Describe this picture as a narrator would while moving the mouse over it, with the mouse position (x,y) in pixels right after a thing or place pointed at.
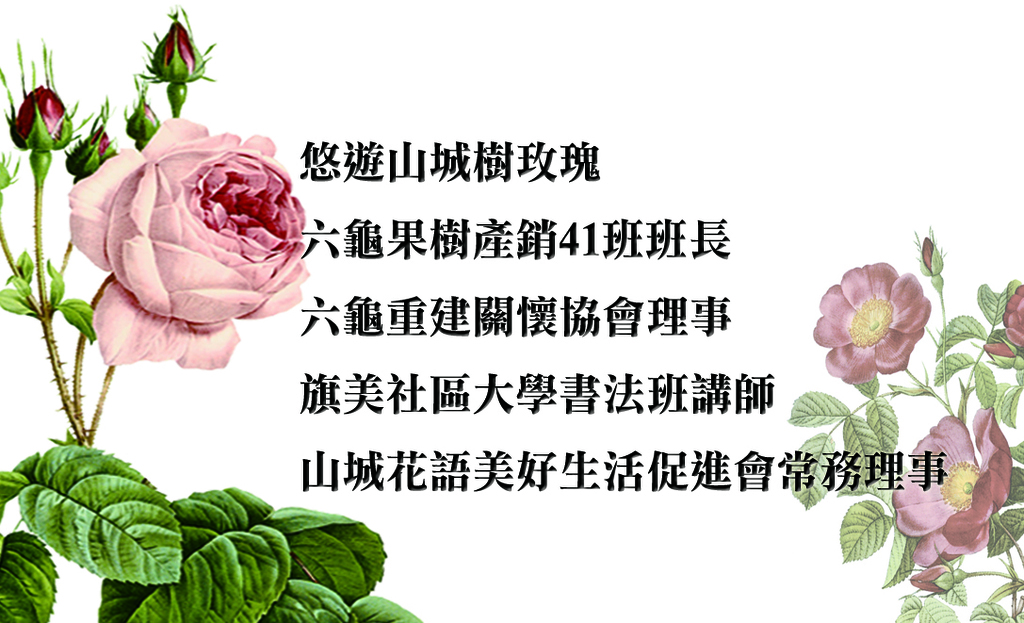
In this image, there is a picture, in that picture there are some pink color flower (981,541), at the left side (100,369) there is a pink color rose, there are some green color leaves (85,322), there is something written in between the flowers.
